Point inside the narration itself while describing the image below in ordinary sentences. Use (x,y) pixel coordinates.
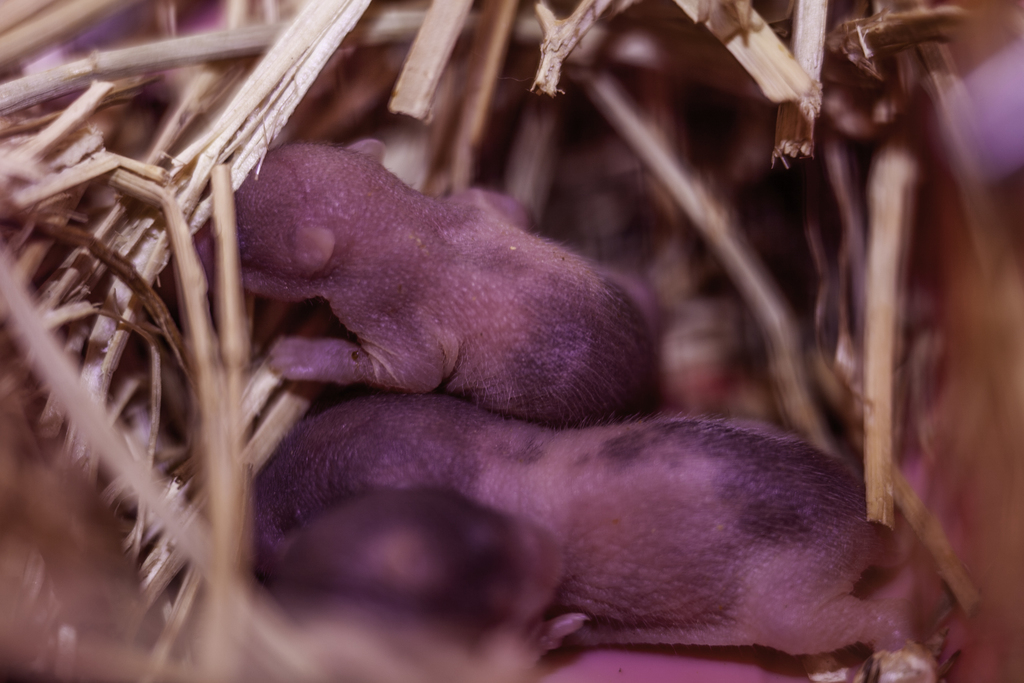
In the picture there are kittens of rats (442,421) in a nest (222,211).
